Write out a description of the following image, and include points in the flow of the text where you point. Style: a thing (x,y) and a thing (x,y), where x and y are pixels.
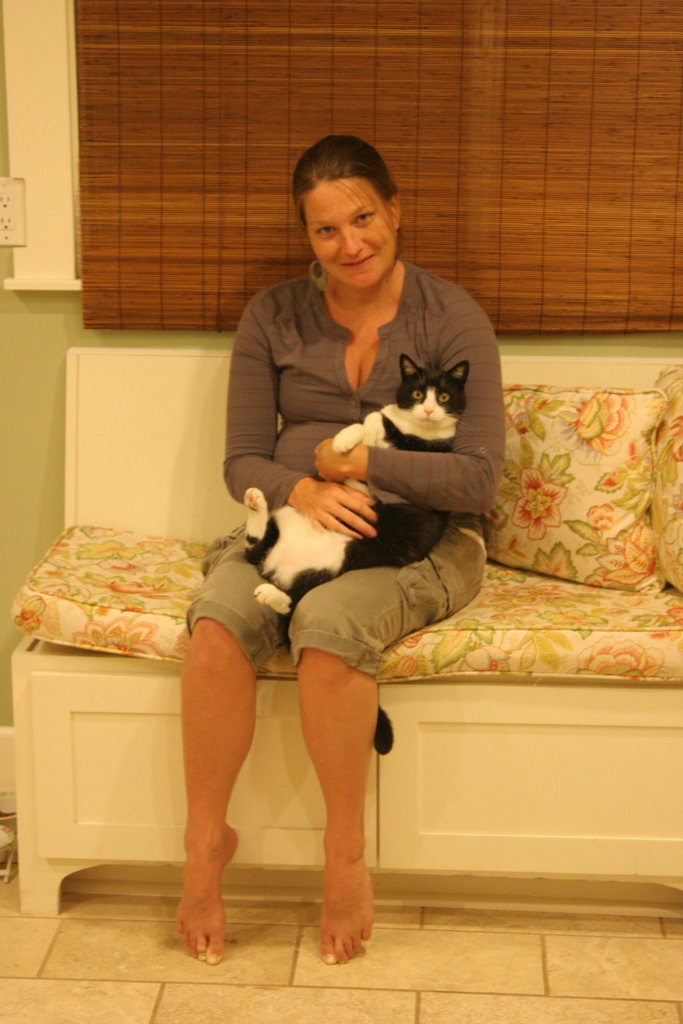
This image is taken indoors. At the bottom of the image (270,967) there is a floor (366,988). In the background (44,353) there is a wall (56,355) and there is a wooden window blind (173,262). In the middle of the image (322,423) a woman (300,507) is sitting on the couch (271,759) and she is holding a cat (275,518) in her hands (340,472). She is with a smiling face (339,252). On the right side of the image (535,641) there is a couch (532,698) with two pillows (580,506) on it.
